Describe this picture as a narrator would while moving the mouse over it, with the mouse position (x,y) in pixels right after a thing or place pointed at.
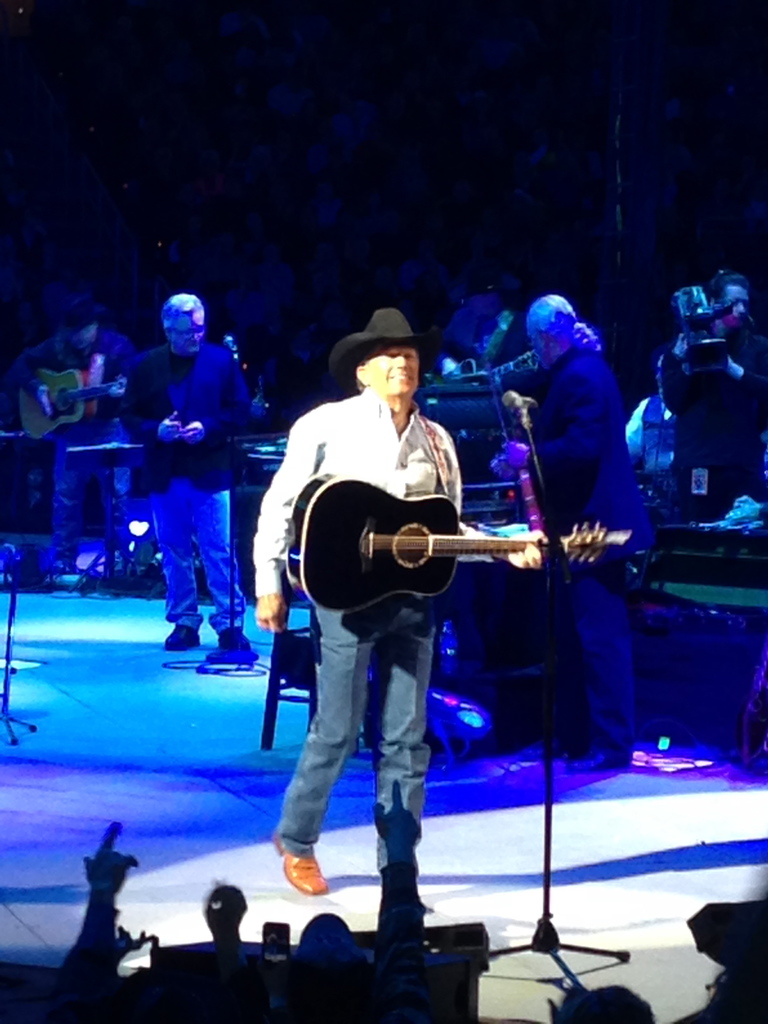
In this image I can see few people (370,375) are standing and few of them are holding guitars (412,531). I can also see few mics (505,399) in front of them. In the background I can see a man (679,464) is holding a camera (695,356).
